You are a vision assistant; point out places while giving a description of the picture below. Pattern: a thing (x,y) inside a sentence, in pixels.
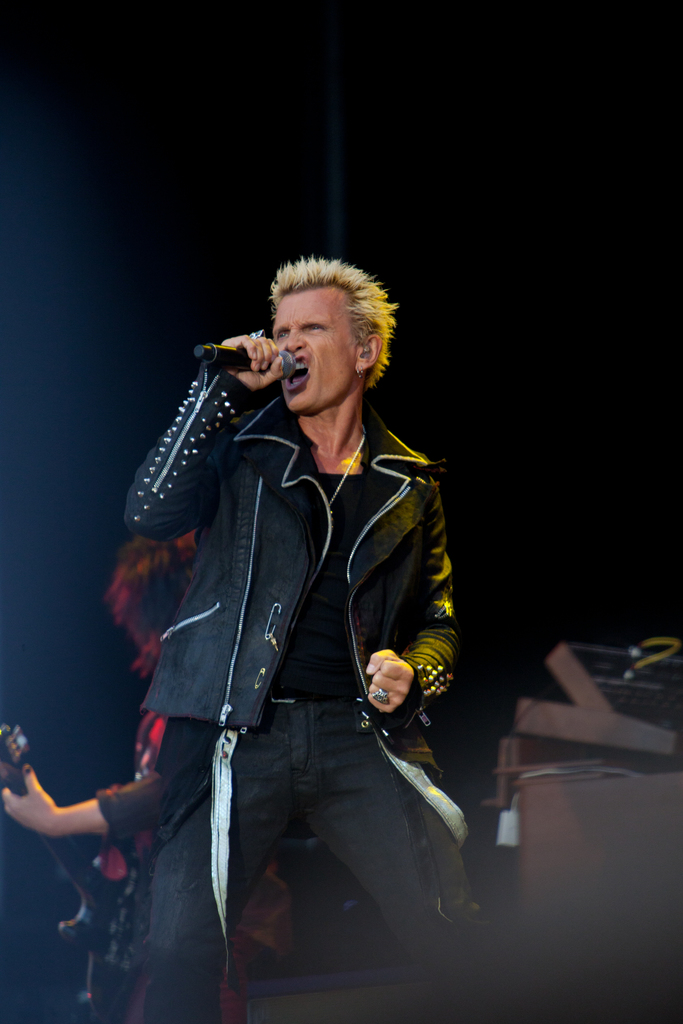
In this picture I can see a person (294,442) holding microphone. I can see musical instruments (539,768).
